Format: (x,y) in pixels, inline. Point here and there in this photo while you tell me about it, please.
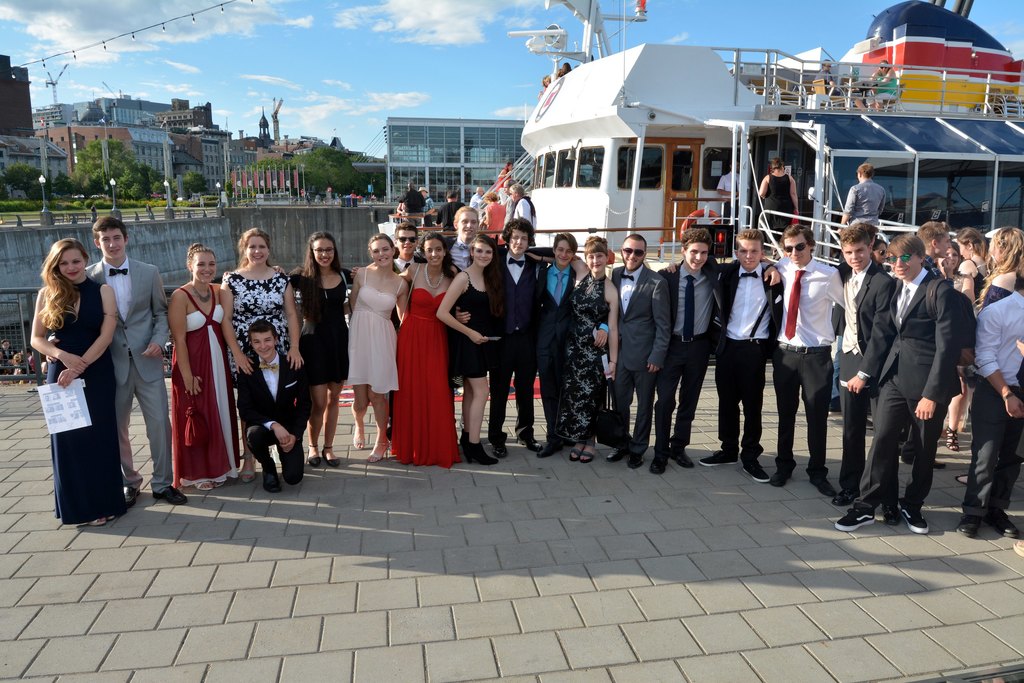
In this image, we can see people (683,316) standing and some are wearing coats (264,398) and ties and we can see some people (83,366) holding objects (76,391) in their hands (153,356). In the background (446,154), there are buildings (263,122), trees (89,172), lights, poles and we can see a ship (613,148). At the top (363,69), there are clouds (426,41) in the sky (413,69) and at the bottom (275,571), there is a road (204,592).
